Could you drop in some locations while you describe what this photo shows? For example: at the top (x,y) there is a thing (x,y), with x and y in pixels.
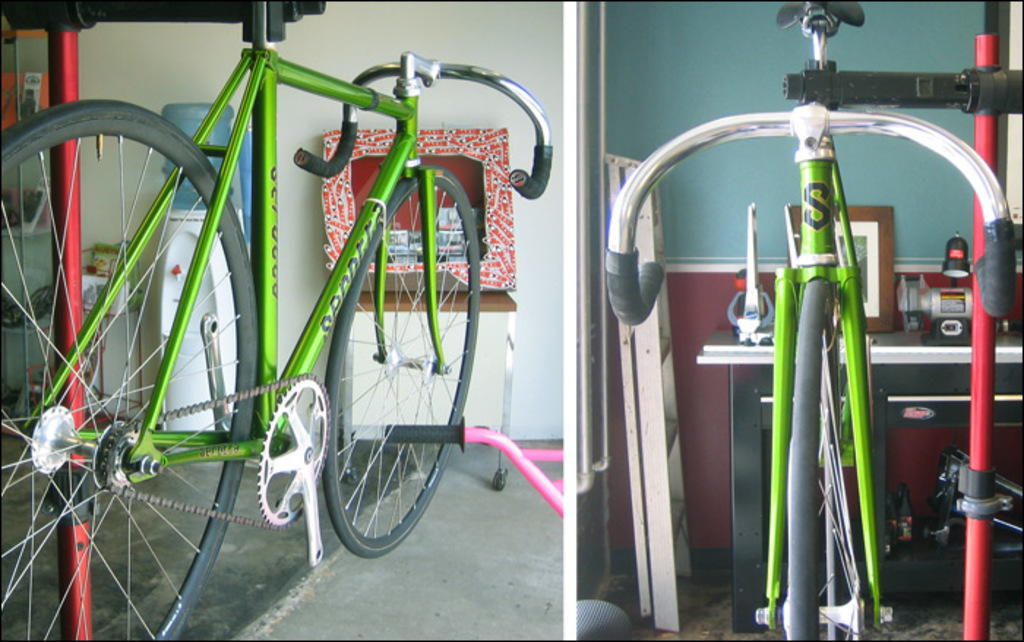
This image consists of a cycle (422,408) in green color. And the image is edited. At the bottom (424,574), there is a floor (473,537). In the background (929,578), we can see a water filter (219,254) and a table (462,302).
